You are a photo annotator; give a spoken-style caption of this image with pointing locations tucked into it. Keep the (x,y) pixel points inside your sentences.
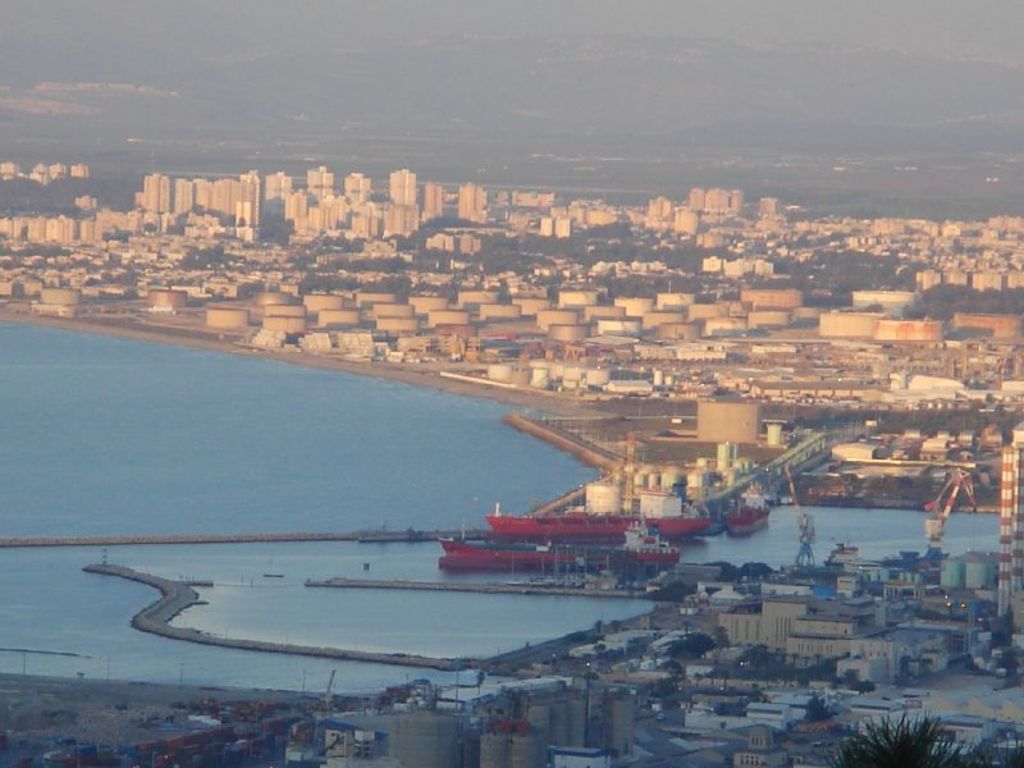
This image looks like it is clicked near the ocean (412,428). In the front (407,580), we can see big ships (533,561) and a port (803,518). In the background (116,208), there are many buildings (160,206) and skyscrapers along with the trees (622,234). At the top (691,7), there is haze (288,46) in the sky (915,11). And we can also see the mountains (70,117) behind the ocean (43,579). At the bottom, there are buildings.
